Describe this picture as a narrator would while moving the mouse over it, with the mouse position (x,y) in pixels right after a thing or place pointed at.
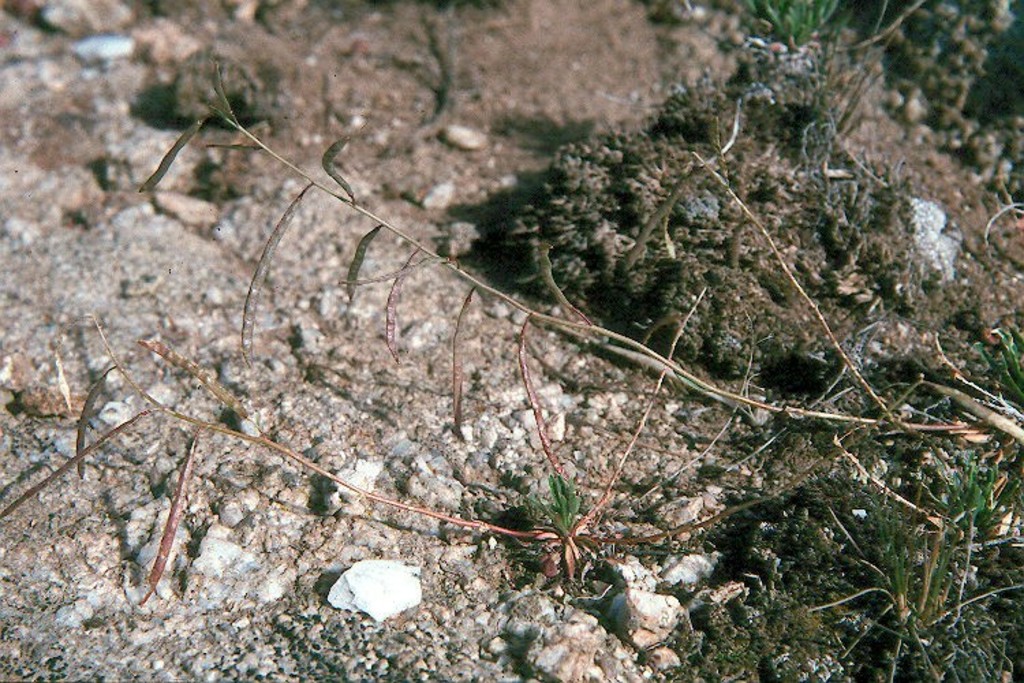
In this image I can see grass (563,481) and stones (574,458) and sand (403,117) on the ground (473,360).
